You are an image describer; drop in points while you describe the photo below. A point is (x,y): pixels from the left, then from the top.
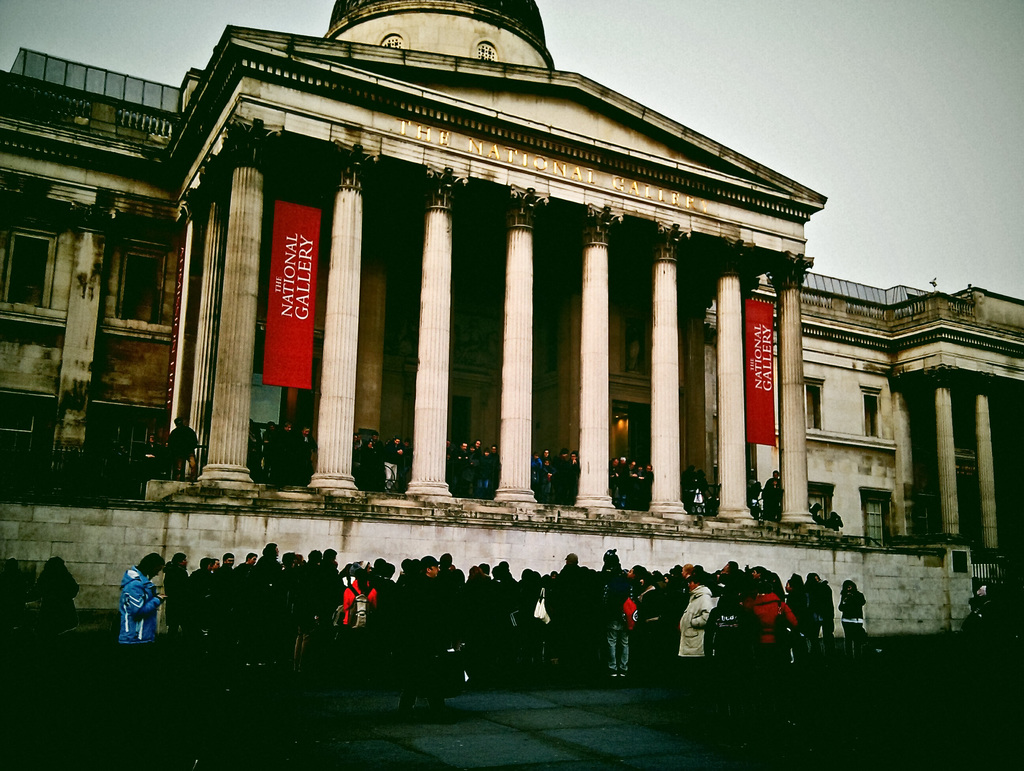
In this image we can see a building (882,614) with windows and pillars (520,429). We can also see a group of people (639,476) standing on the floor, the sign boards (279,321) with some text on them and the sky (788,109) which looks cloudy. On the bottom of the image (304,604) we can see a group of people (747,636) standing on the ground (825,675).
